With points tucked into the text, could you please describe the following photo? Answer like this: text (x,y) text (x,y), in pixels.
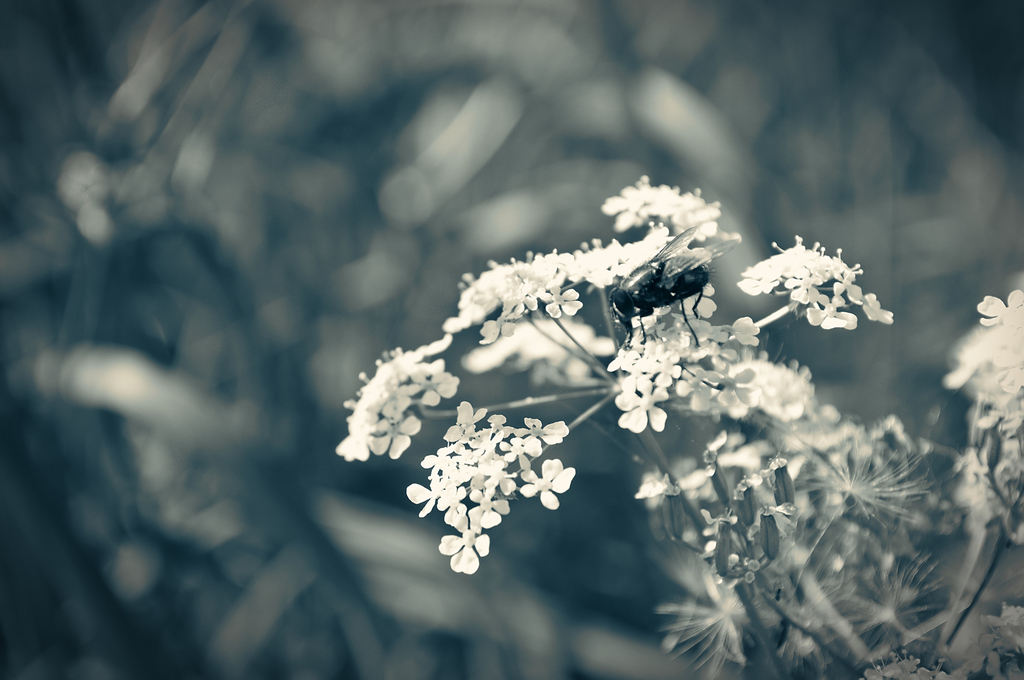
In this image we can see an insect (693,276) with wings (679,264) on flowers (630,416). In the background (607,596) it is blur.
